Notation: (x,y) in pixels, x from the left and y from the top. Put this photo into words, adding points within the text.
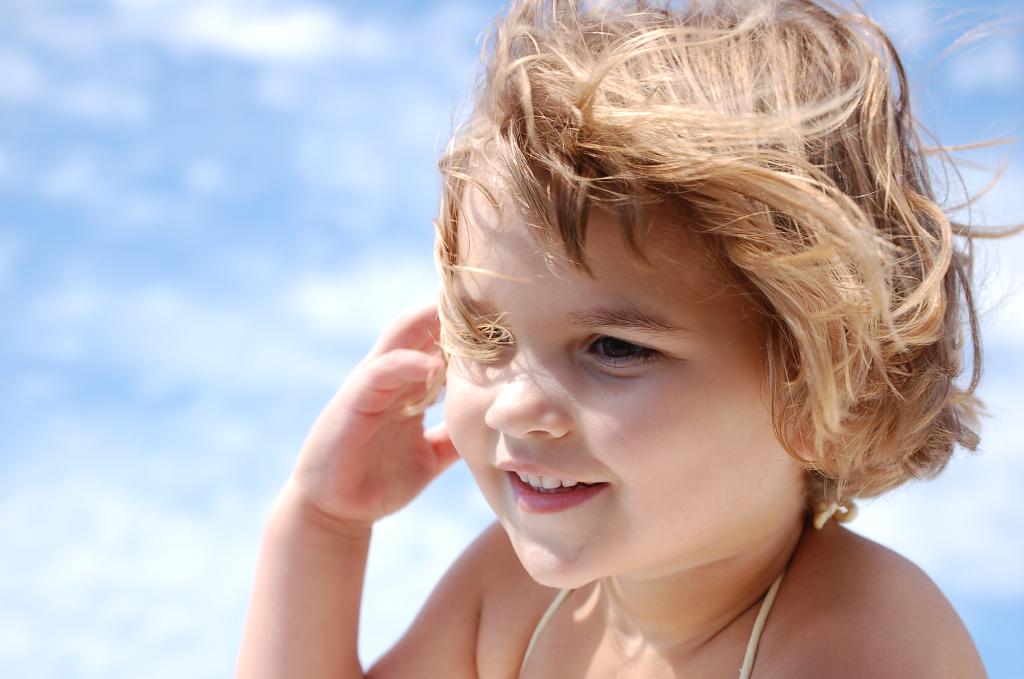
In the image there is a girl (583,518), she is smiling and the background of the girl (450,643) is blur.
